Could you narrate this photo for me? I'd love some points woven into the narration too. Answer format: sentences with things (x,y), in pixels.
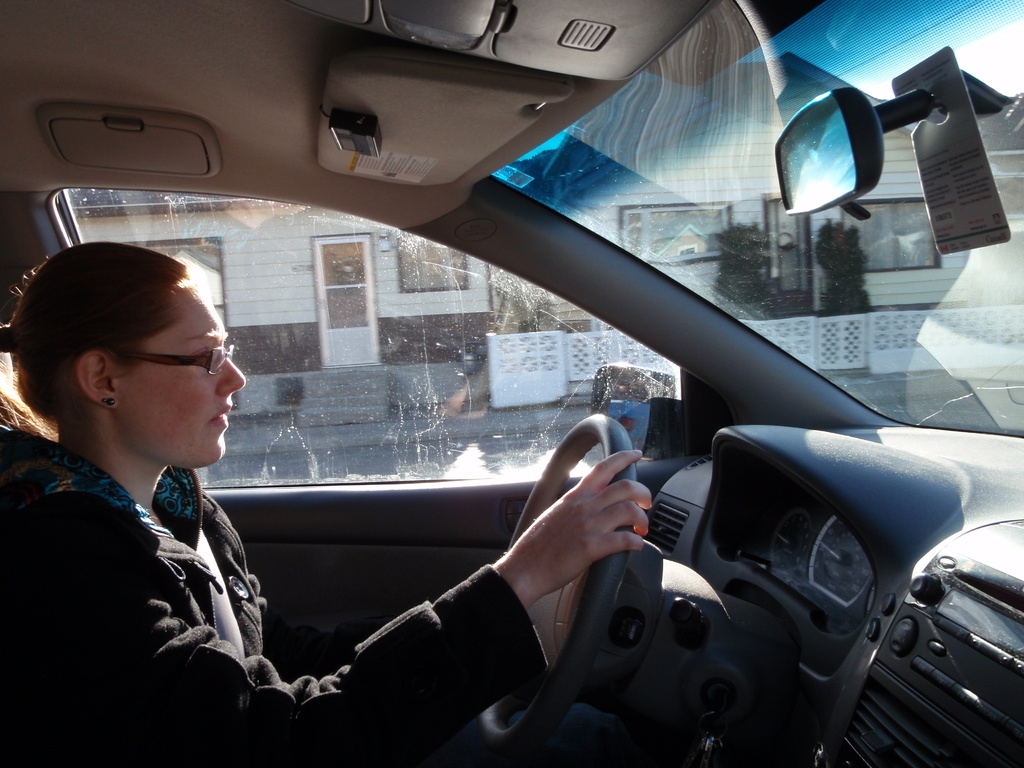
The image is taken in the car (610,609). In the car (557,707) there is a lady (259,607) who is driving the car (600,568).
